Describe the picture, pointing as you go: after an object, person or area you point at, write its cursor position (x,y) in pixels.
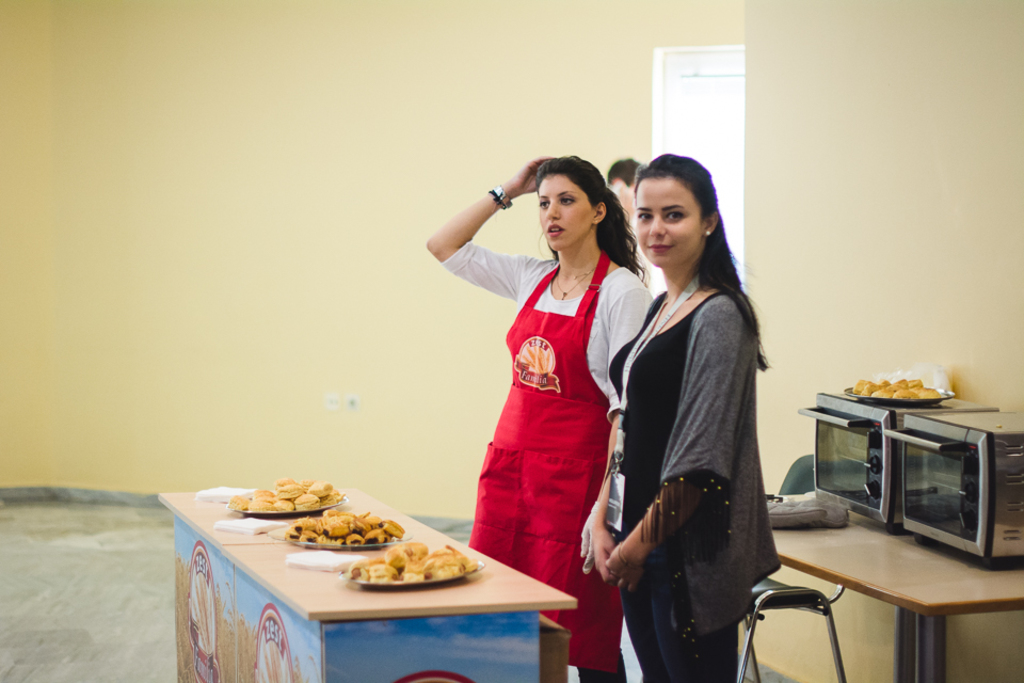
In this image there are 2 women (478,500) standing near the table (502,666) and in the table (497,638) we have food (465,554) in the plates (467,566) and in the back ground (613,174) we have micro wave oven (842,468) in the table (839,581) and a chair (840,594), and another person (631,218) standing near the door (666,149).
